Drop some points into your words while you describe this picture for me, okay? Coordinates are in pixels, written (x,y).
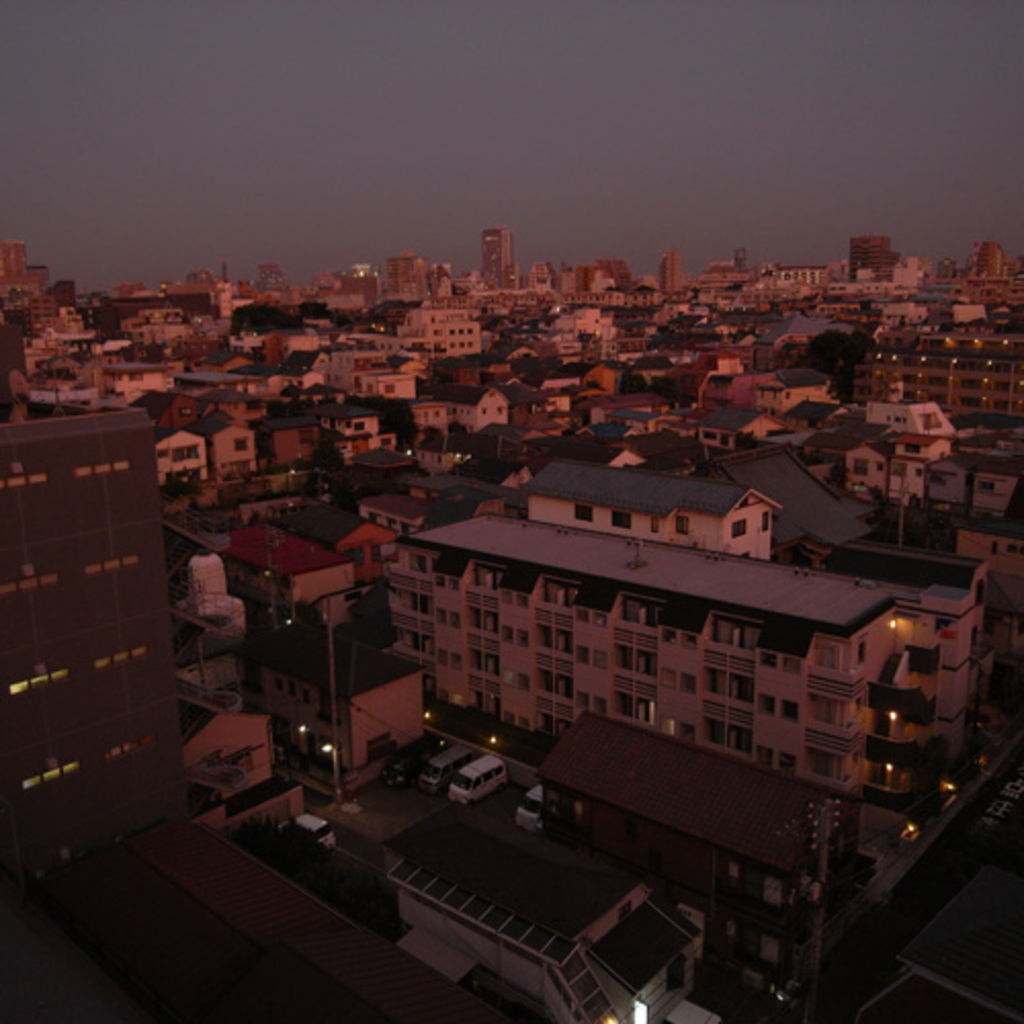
In this picture we see the top view of a city (464,459) in the evening. Here we have a number of houses (492,625), vehicles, roads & trees (311,310).
